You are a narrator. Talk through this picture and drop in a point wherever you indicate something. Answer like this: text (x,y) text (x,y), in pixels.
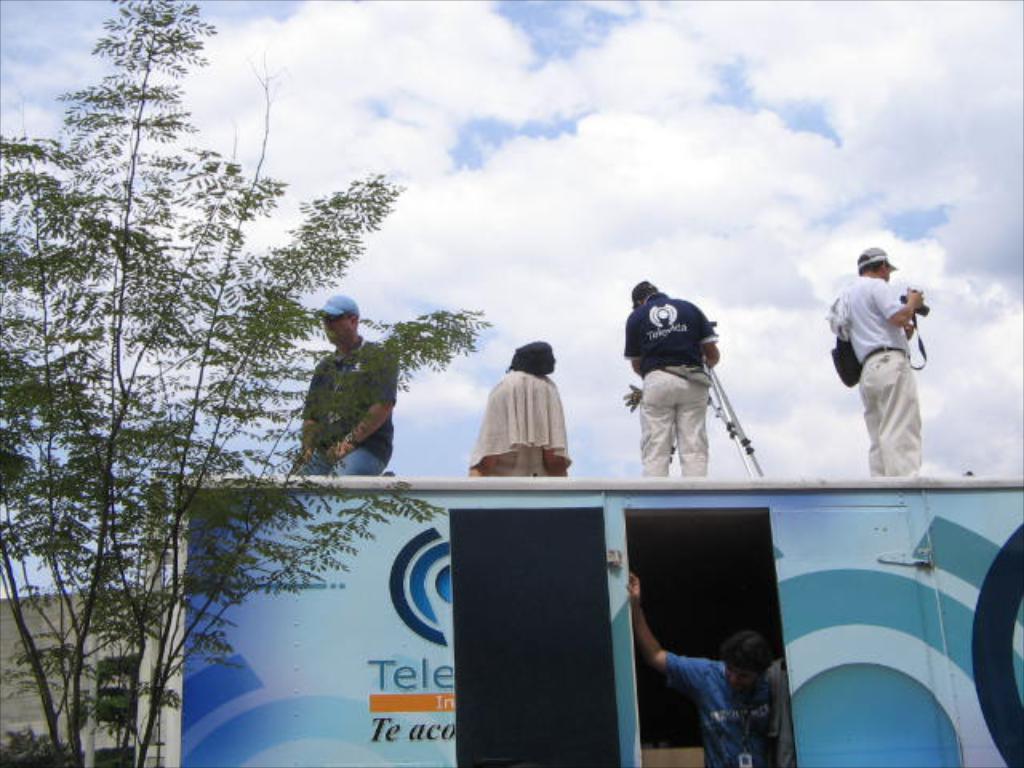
In this image we can see a few people (895,304) on the vehicle (510,520), inside the vehicle (743,484) there is a person (645,618), there are some trees (69,470) and in the background (466,276) we can see the sky (894,192) with clouds (896,253).
